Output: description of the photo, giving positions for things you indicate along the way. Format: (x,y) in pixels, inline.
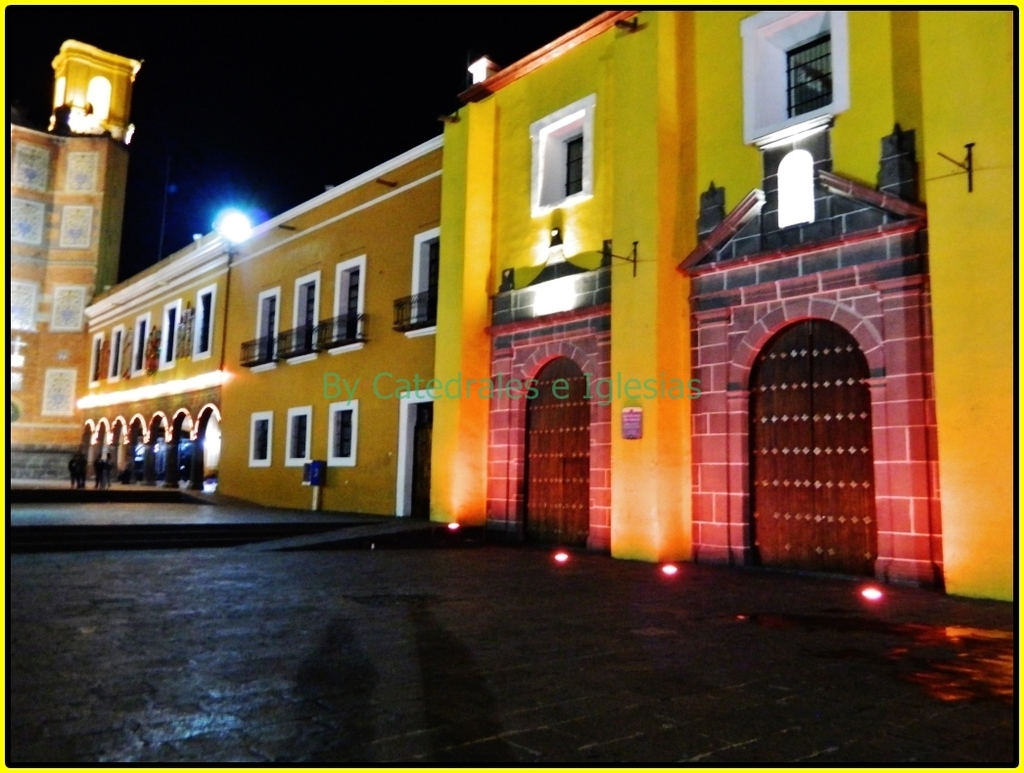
In this image we can see buildings (370,279), people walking here, we can see lights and the dark sky (341,135) in the background (299,170).
